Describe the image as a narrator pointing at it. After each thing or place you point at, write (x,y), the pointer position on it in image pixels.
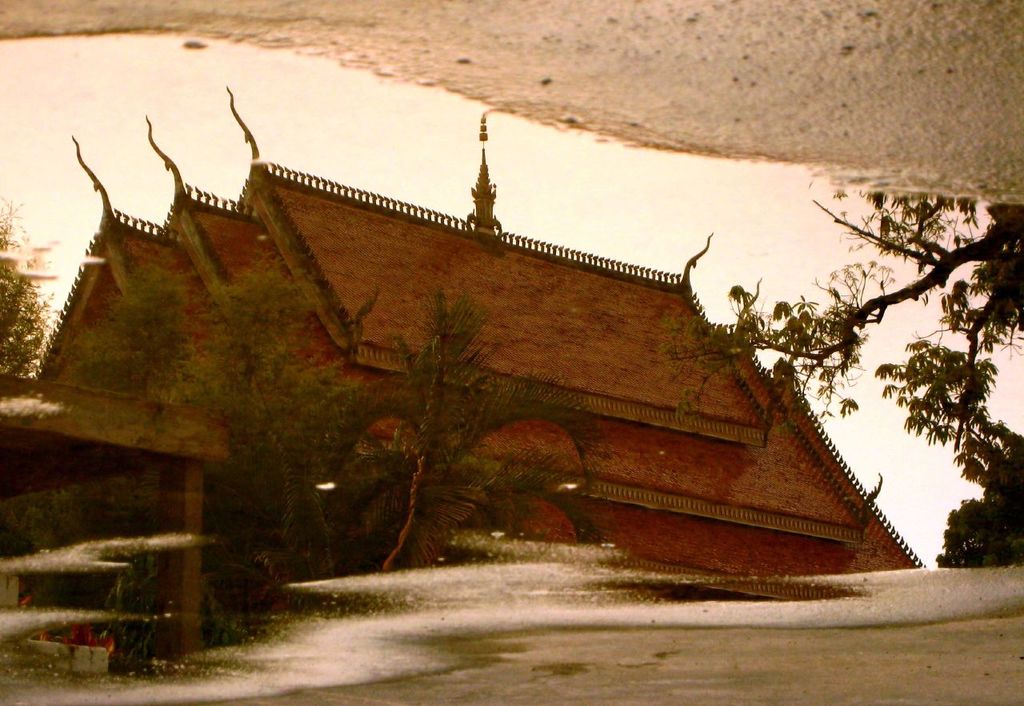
In this image there is a water surface (227,127), on that water (161,272) there is a house (113,267) and trees (417,415) are reflecting, in the background (648,78) there is sand land (754,32).
